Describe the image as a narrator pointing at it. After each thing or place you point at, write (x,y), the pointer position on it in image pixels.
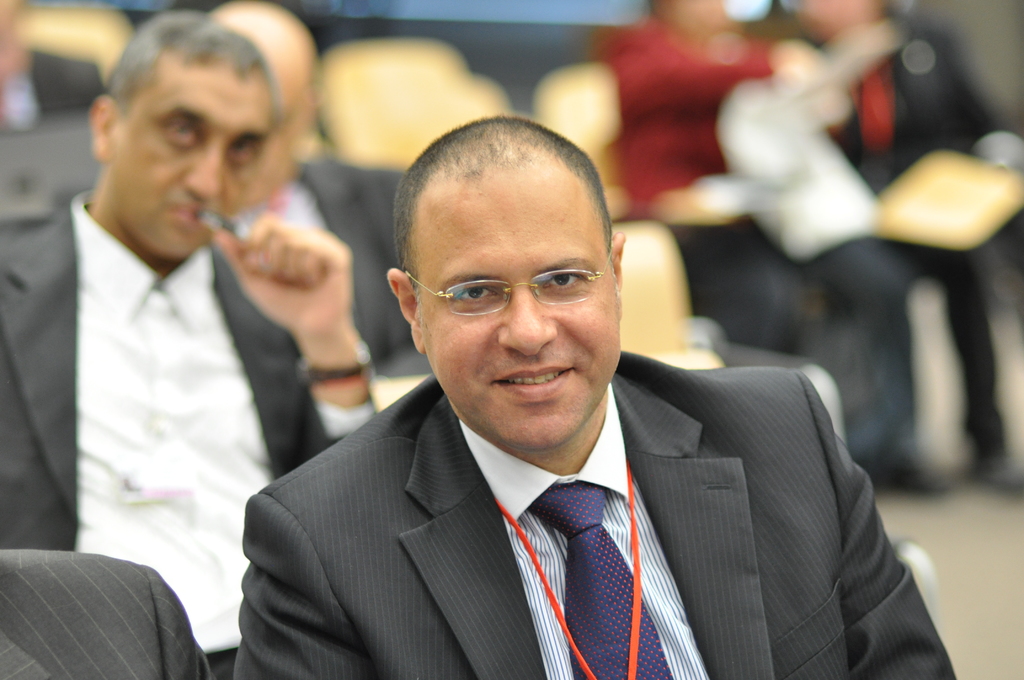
In this image I can see few people (437,447) sitting on chairs (620,338). In front (780,500) one person (634,392) is wearing black and white dress (781,483) and purple tie (596,570). Background (150,41) is blurred.
